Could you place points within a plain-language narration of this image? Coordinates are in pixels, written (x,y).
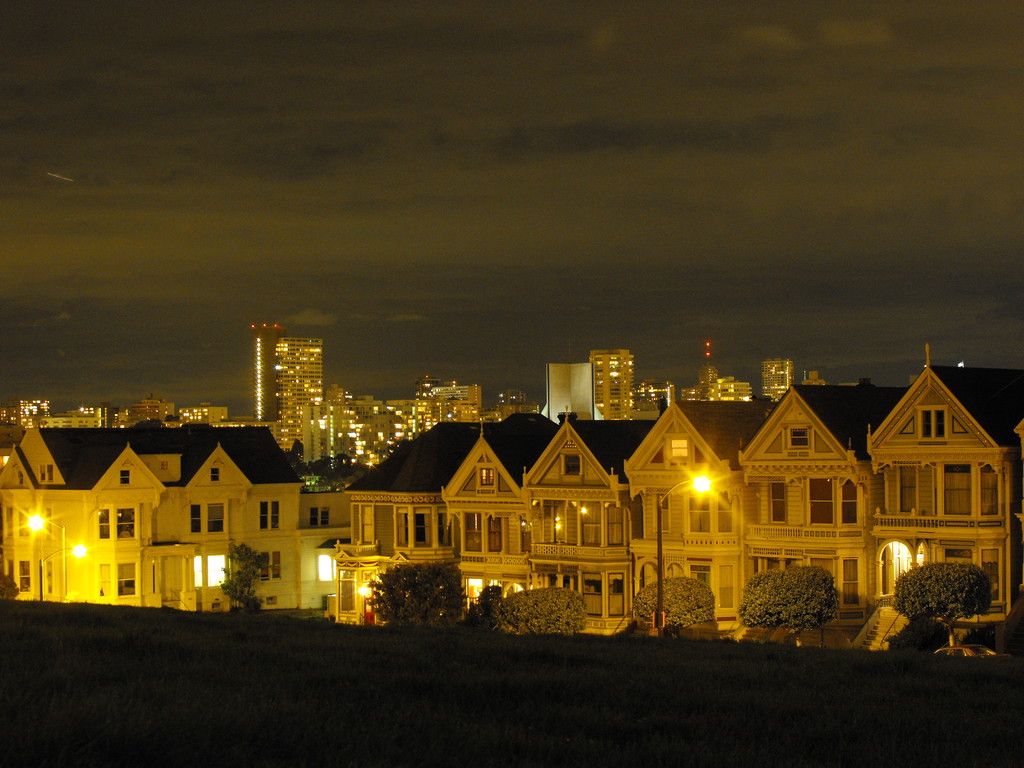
In this image I can see number of buildings (417,411) and number of lights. In the front (920,613) I can see few trees (974,588), a car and a pole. In the background (790,297) I can see clouds (645,165) and the sky (323,201).
